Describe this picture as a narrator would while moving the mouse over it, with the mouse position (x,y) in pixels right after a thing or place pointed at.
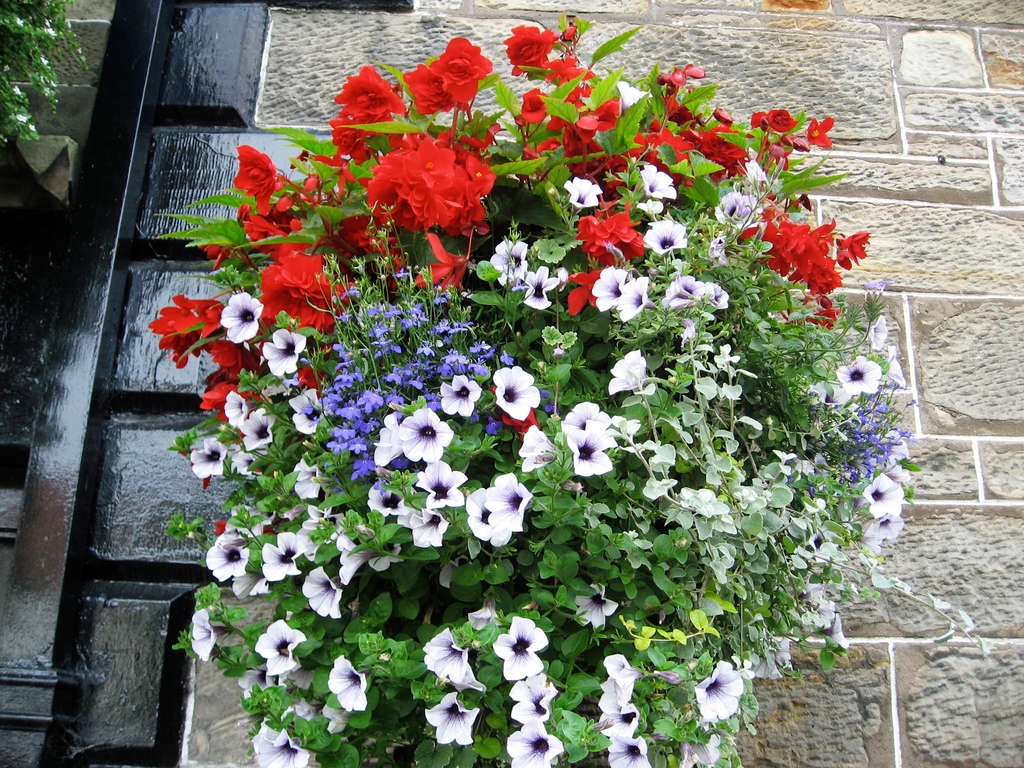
In this image we can see flower bouquet (546,185) which is attached to the wall (916,477) and we can see some different colors of flowers (418,377) like white, blue and red in color.
